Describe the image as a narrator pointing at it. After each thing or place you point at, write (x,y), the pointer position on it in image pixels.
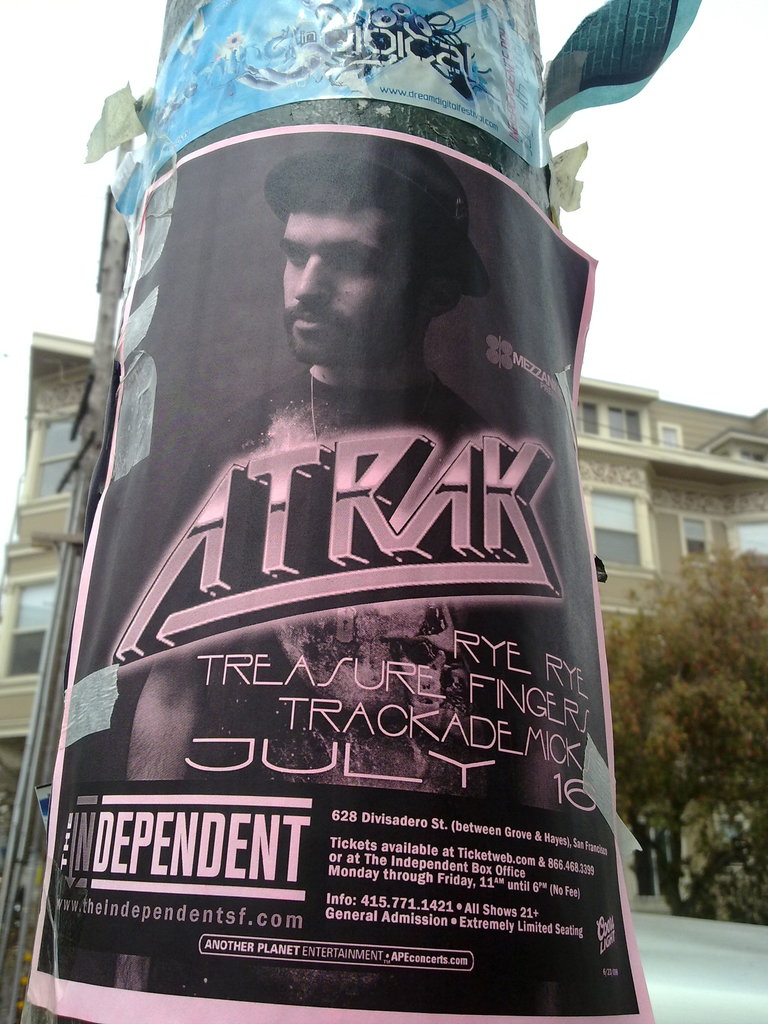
In this picture we can see there are posters (308,256) on the pole (408,107). Behind the pole (347,122), there is a building (658,494), tree (655,712) and the sky (686,156). On the left side of the image (92,450), it looks like another pole (62,639).
